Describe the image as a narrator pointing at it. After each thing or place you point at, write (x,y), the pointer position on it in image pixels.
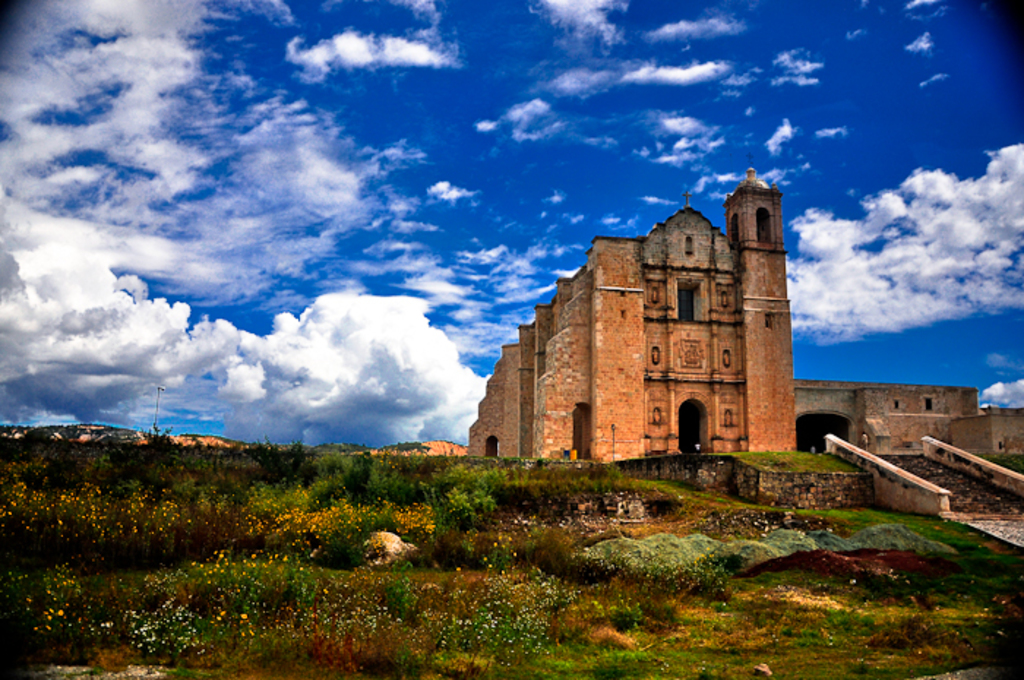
In the image I can see the view of a place where we have a building (794,415) and also I can see some trees (285,475), plants (472,643) and the cloudy sky (400,381).
